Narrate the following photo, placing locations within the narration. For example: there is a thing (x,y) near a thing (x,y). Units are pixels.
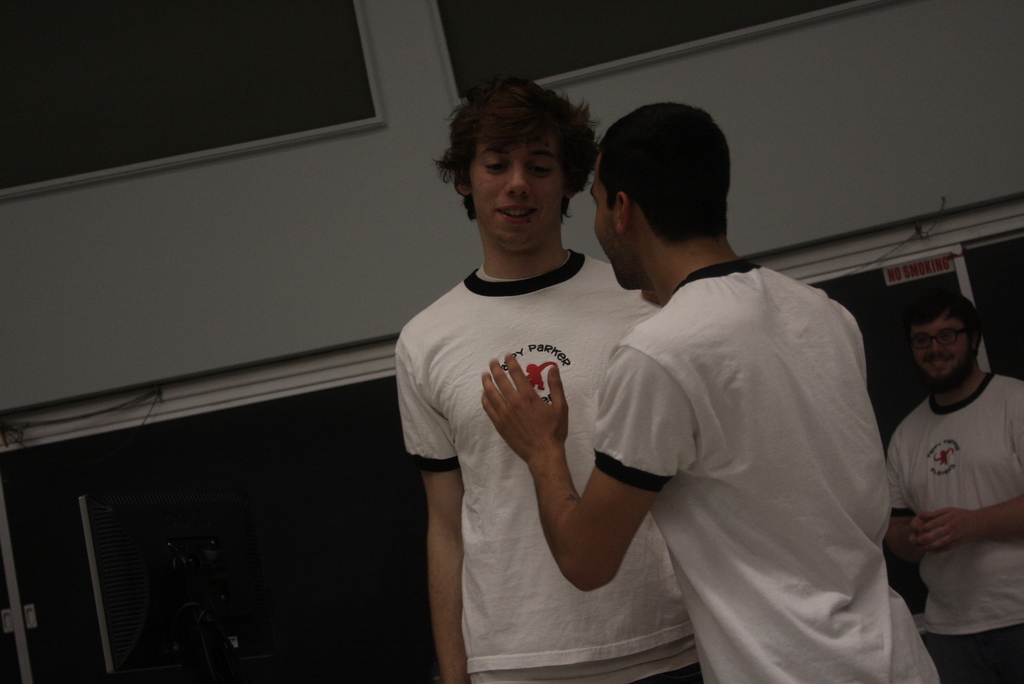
On the right side (834,537), there is a person (824,456) in white color T-shirt (728,367), placing his hand (564,420) on the chest (547,380) of the person (485,194) who is smiling and standing. In the background (958,322), there is another person (963,548) smiling and standing and there is a white wall (393,135).
